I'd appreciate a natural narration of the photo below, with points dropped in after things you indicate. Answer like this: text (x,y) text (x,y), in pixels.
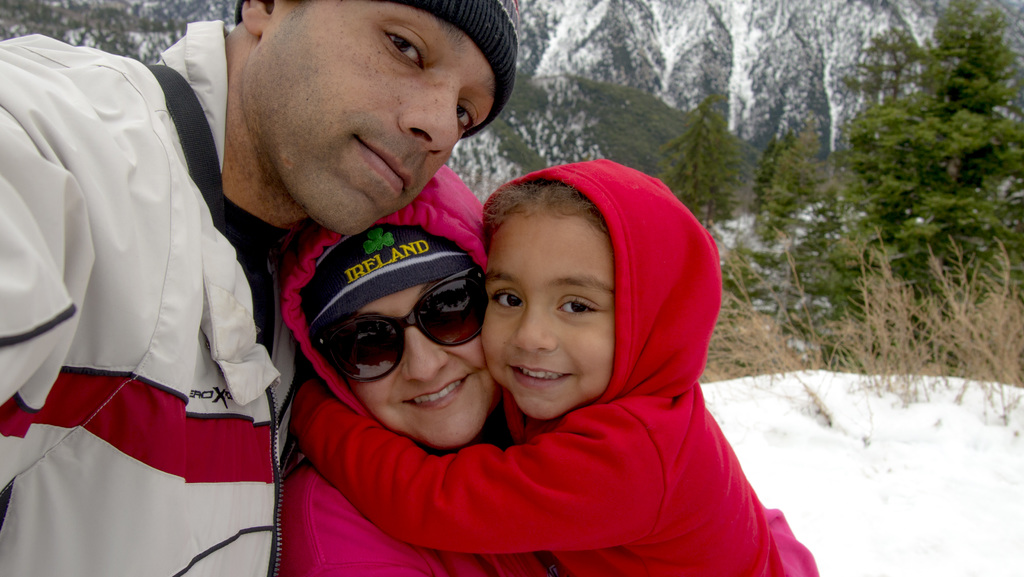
In this picture we can see three people (402,471) and in the background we can see snow (978,441), trees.
